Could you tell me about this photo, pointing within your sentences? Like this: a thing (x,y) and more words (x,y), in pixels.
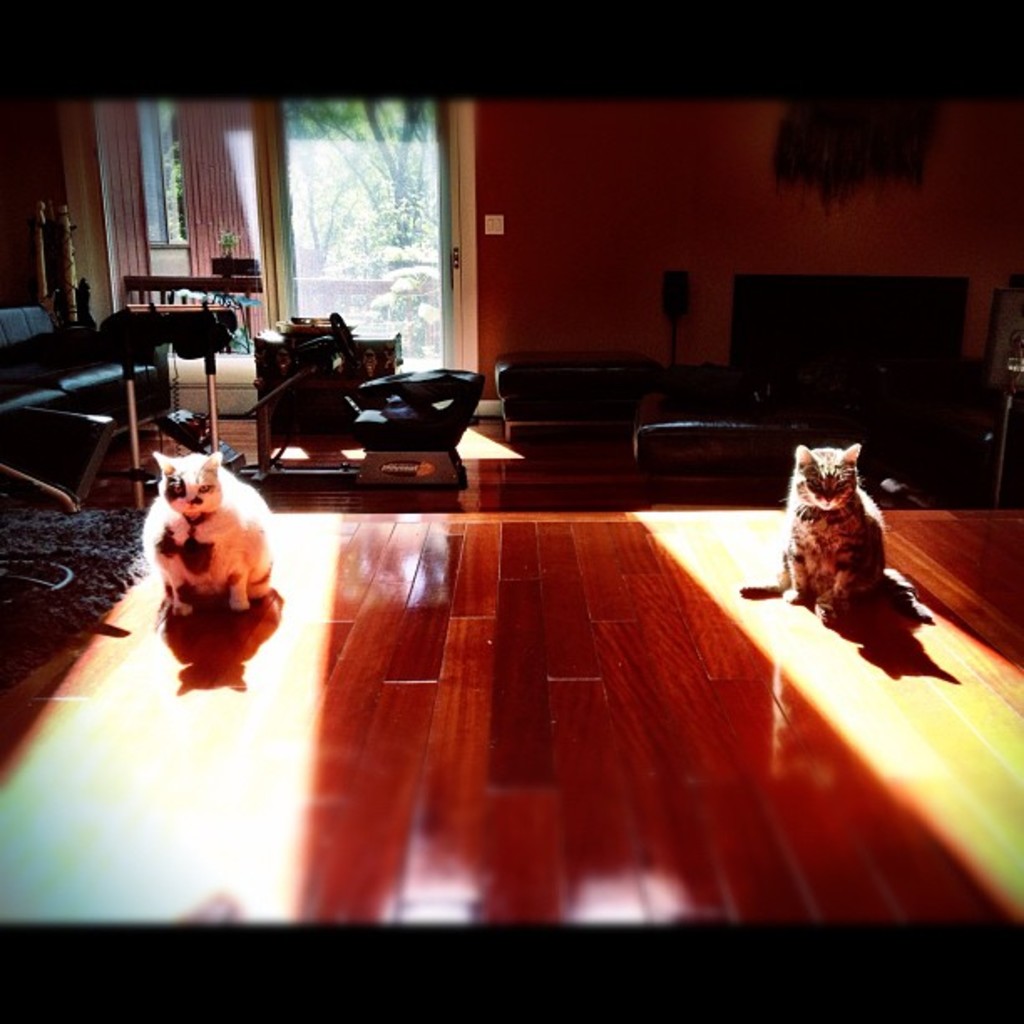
On this floor (781,749) there are cats (863,567). Far there are couches (61,379). A floor (290,486) with carpet (74,564). From this glass door (318,273) we can able to see trees (340,154). On this table (146,281) there is a plant (229,273).
